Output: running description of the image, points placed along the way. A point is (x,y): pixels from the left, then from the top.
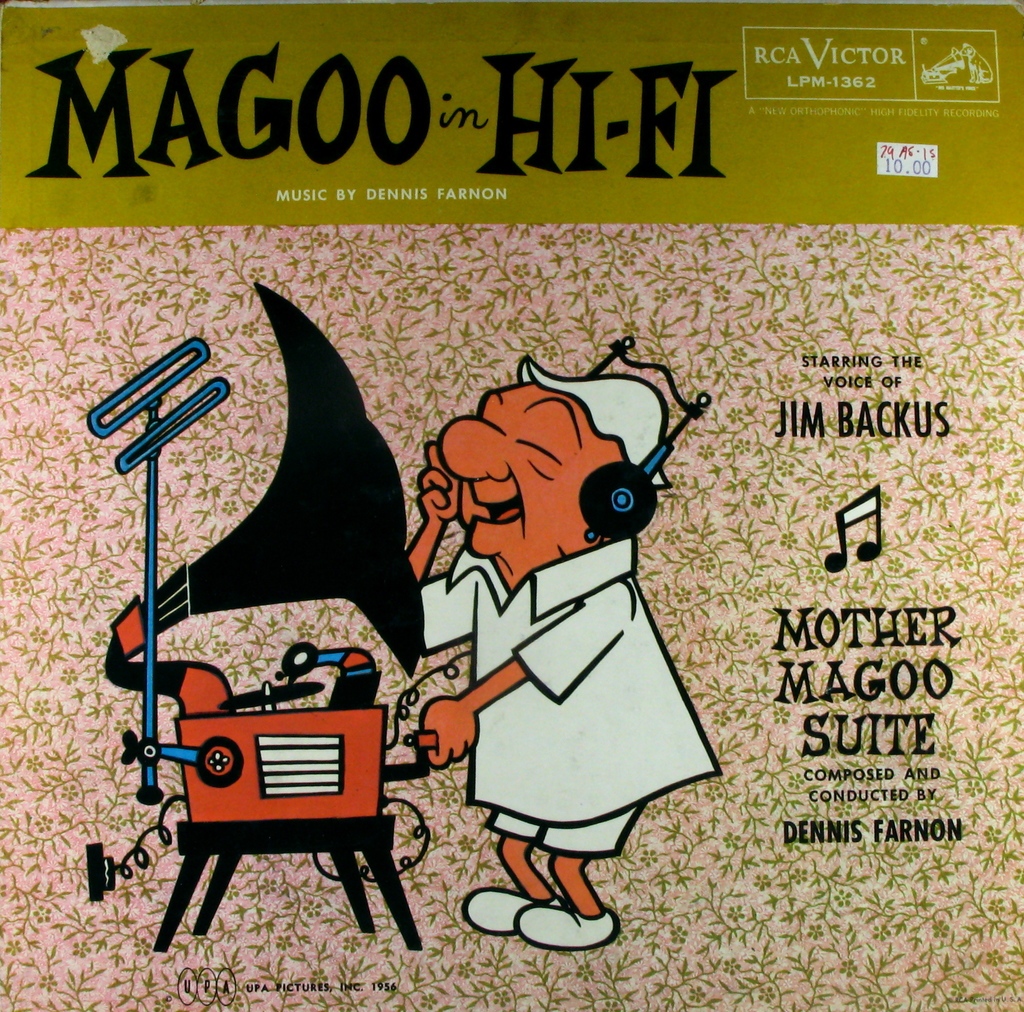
This is a poster and in this poster we can see a person (474,536) wore cap (600,422) and in front of him we can see a stand (160,440) and a device (213,679).
